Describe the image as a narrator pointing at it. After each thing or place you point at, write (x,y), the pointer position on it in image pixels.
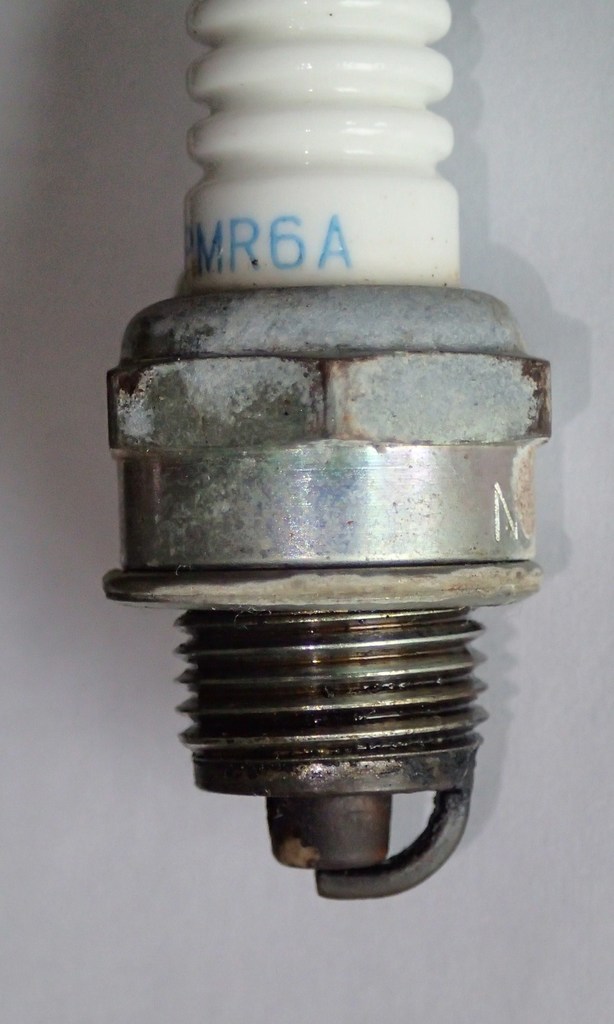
In this image I can see an object (255,323) which is in white, ash and black color. And there is a white background (43,972).
